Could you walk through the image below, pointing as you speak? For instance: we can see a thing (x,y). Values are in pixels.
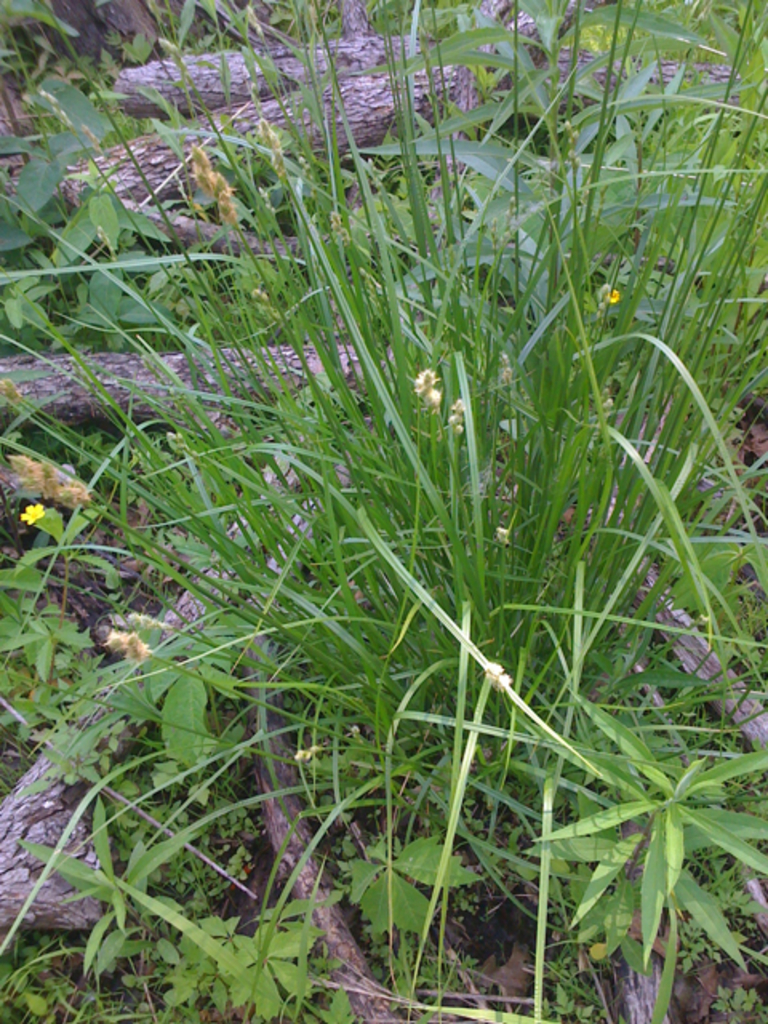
In this image there are wooden logs (109,365) and there's grass (194,931) on the surface (417,826).
